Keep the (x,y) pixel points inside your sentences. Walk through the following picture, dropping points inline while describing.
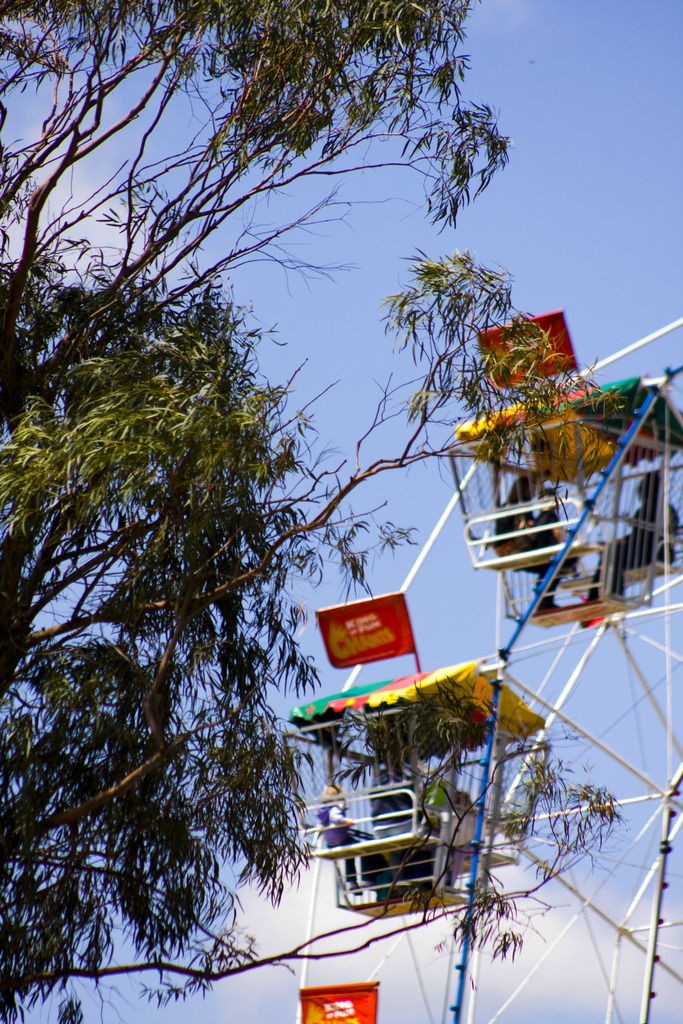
In this picture we can see a giant wheel (628,793) and people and in the background (626,678) we can see trees (521,923) and the sky (353,963).
